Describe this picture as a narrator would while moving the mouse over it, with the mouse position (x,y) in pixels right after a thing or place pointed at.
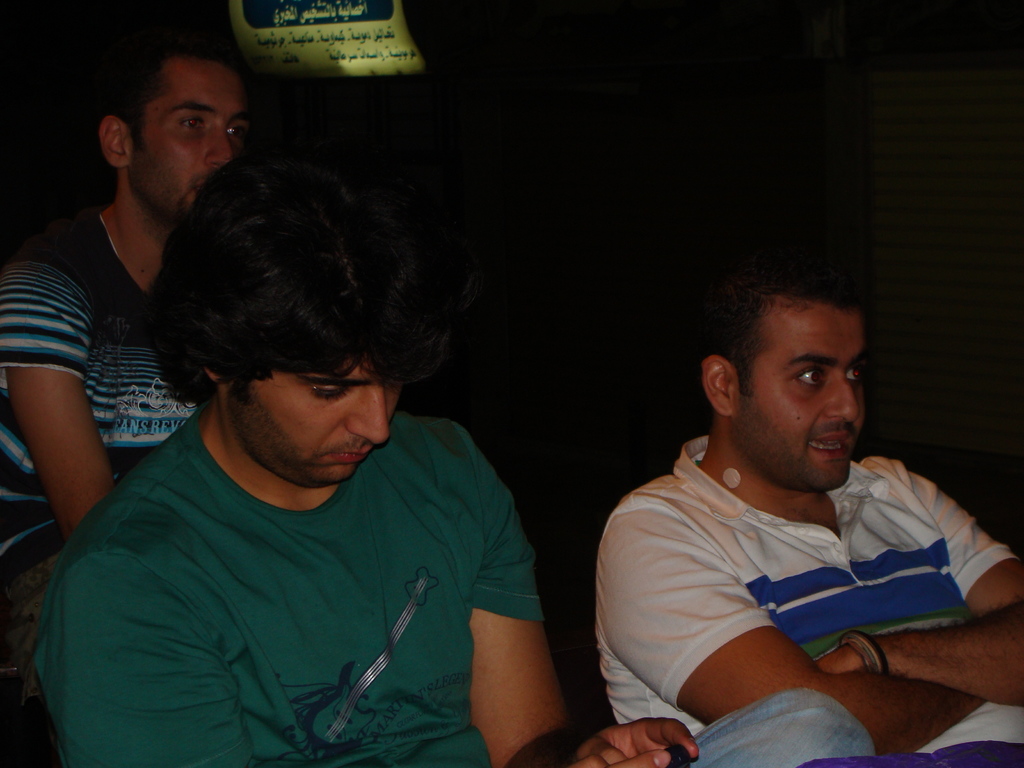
In this image in the middle (368,465), there is a man (384,420), he wears a t shirt (371,613), behind him there is a man (112,302), he wears a black t shirt (108,400). On the right (822,565) there is a man (852,529), he wears a t shirt (830,561). In the background (327,65) there is a poster (318,56).
